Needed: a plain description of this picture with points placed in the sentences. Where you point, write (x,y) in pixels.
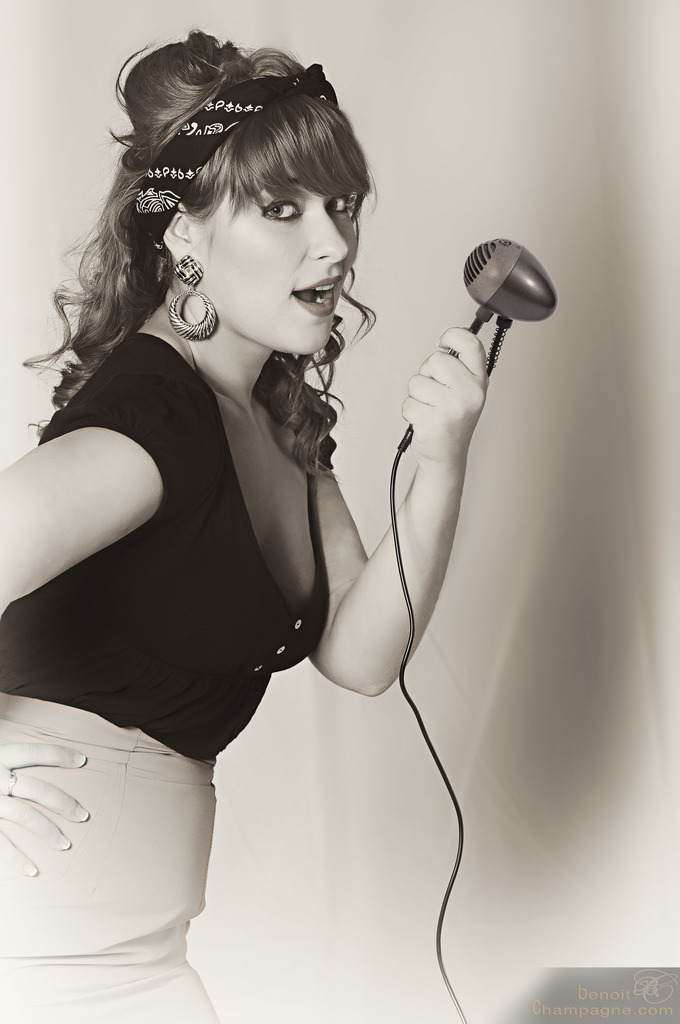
On the left (177,619) there is a woman (160,530) she wear black top (163,631) and biscuit color bottom (121,926). she is holding a mic (492,303) her hair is long she is staring at something.
